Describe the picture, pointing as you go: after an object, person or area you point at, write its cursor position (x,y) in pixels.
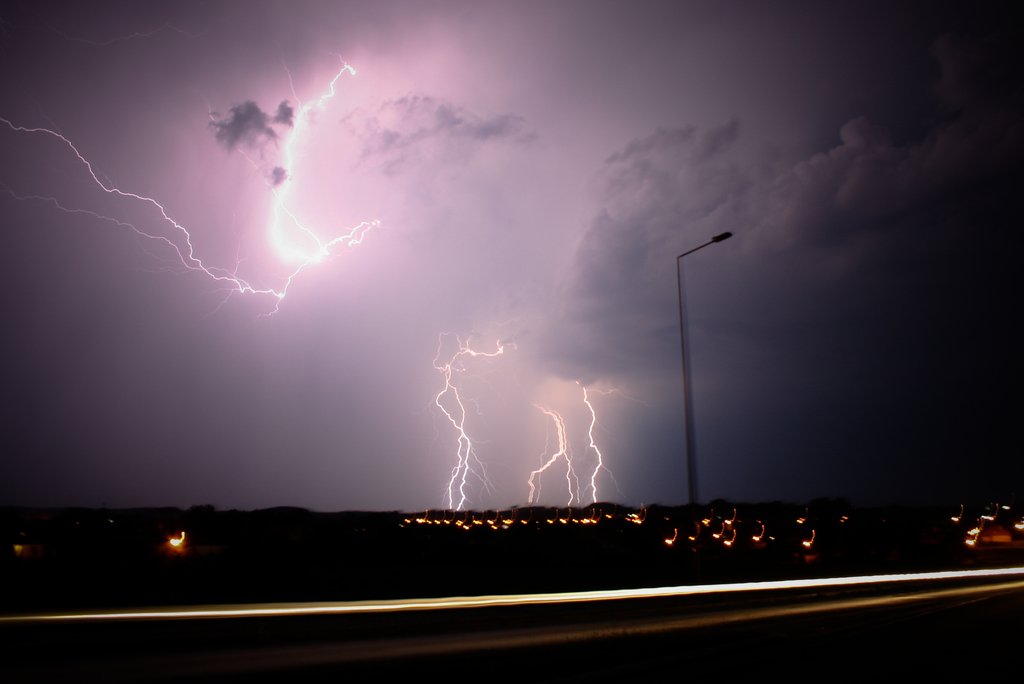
In this image I can see a pole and in the background (212,333) I can see clouds (1022,151) and thunders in the sky (337,355).
